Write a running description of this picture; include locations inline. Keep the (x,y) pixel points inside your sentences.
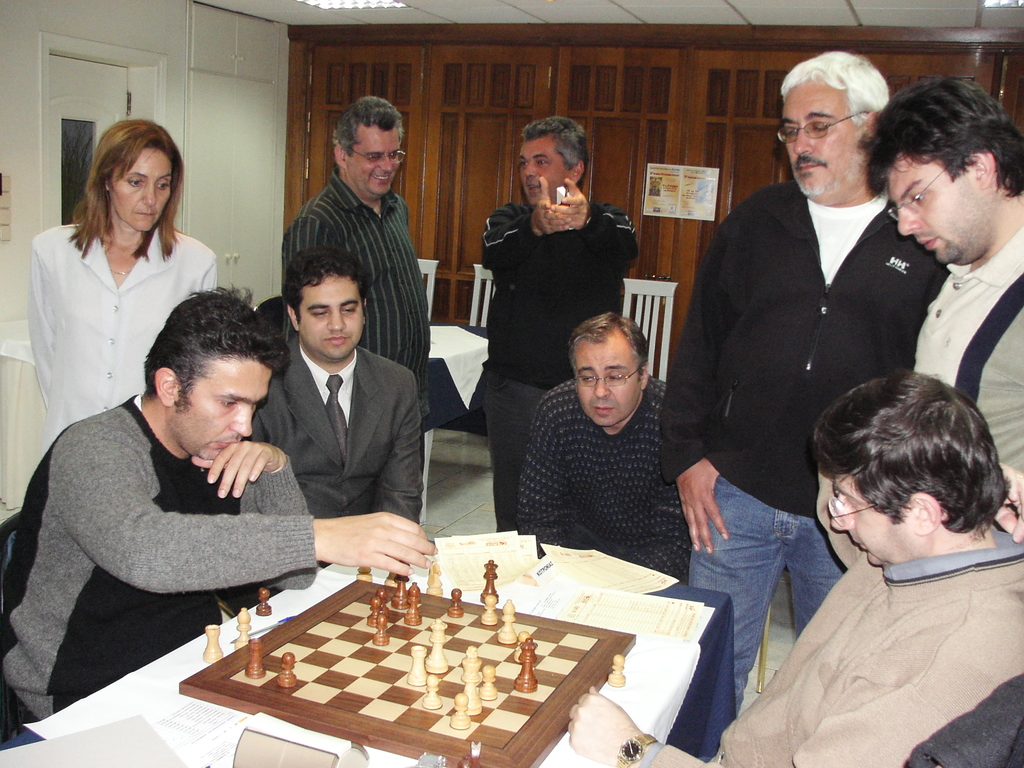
These four persons (795,738) sitting on the chair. These persons (845,259) standing. we can see table (669,596). On the table (508,567) we can see chess board (492,702), papers (662,577). On the background (360,71) we can see wall (345,46).
